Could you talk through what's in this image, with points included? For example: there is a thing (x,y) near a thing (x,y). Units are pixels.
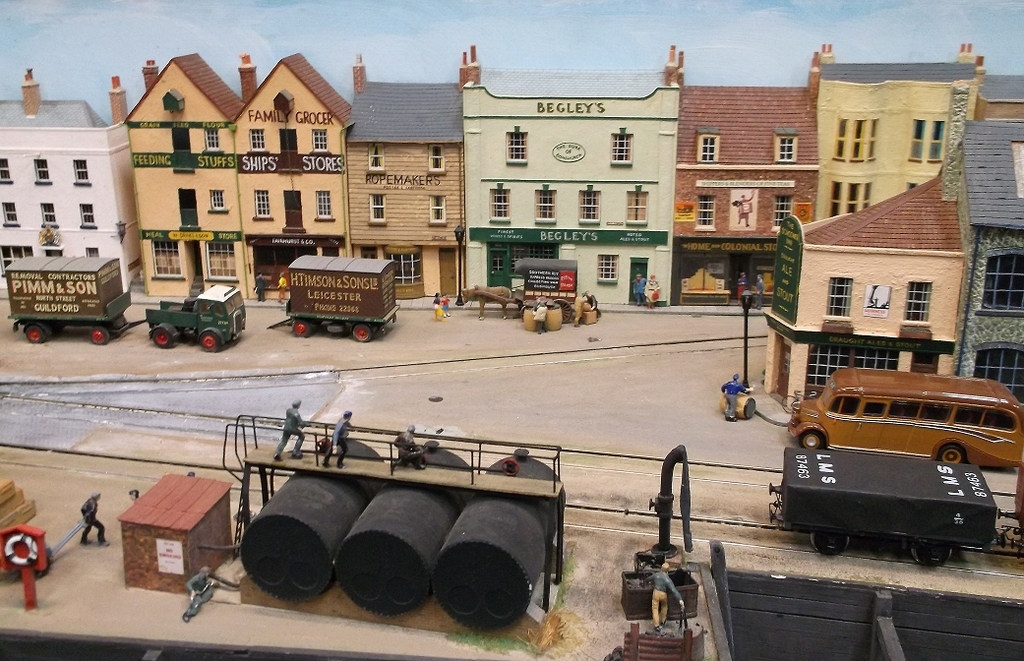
In this image there are buildings (673,195), in front of the building (298,192) there are vehicles (365,300) on the road (540,337) and few persons (444,294) are walking on the road (753,321). At the bottom of the image (358,537) there are few objects (462,550) and few persons (330,458) are standing on it. In the background (607,50) there is the sky (569,55).
